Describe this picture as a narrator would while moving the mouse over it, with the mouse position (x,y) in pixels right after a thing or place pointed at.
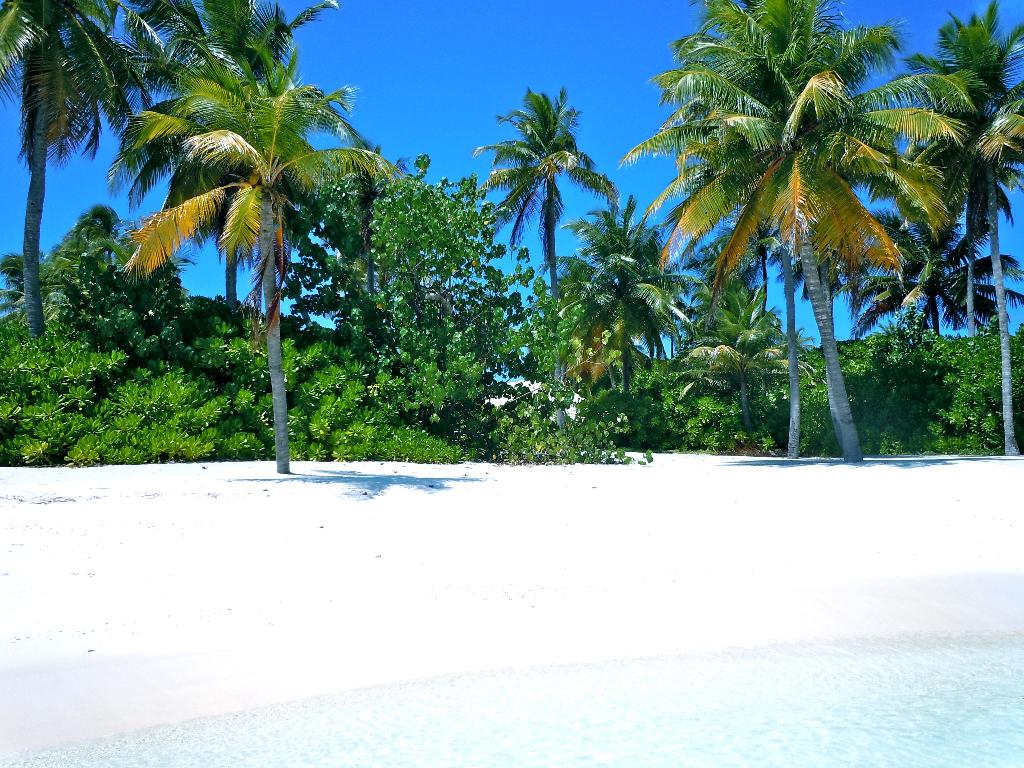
In this image there are trees (377,344) and in the front (720,718) there is water (716,729).
